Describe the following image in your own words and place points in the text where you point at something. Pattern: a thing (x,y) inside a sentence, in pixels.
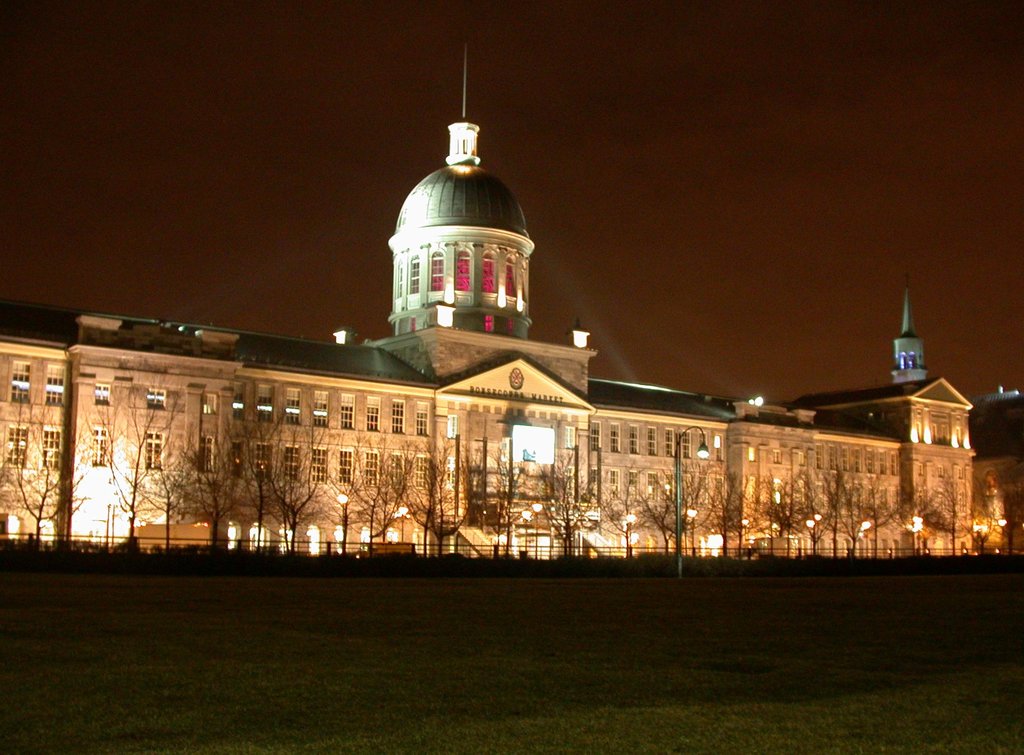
In this image, I can see a building (453,373) with the windows (671,437) and lights (91,496). These are the trees (655,501) and the street lights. At the top of the image (220,202), I think this is the sky (684,172). On the right side of the image (898,366), that looks like a spire (921,375), which is at the top of the building (88,508). I think these are the bushes (157,561). At the bottom of the image (568,725), I can see the grass (789,704).
